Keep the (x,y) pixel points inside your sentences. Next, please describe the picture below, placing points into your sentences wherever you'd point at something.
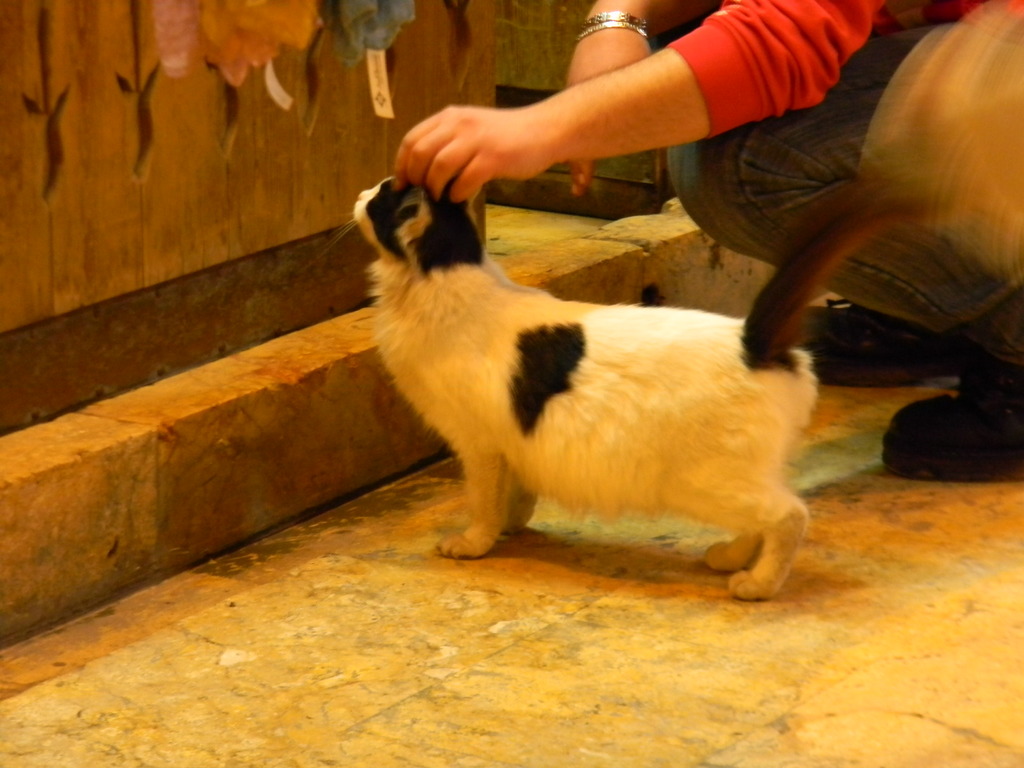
In this image we can see a cat (695,517) on the surface (858,571). We can also see a person (769,131) and also the wooden wall (269,176).
